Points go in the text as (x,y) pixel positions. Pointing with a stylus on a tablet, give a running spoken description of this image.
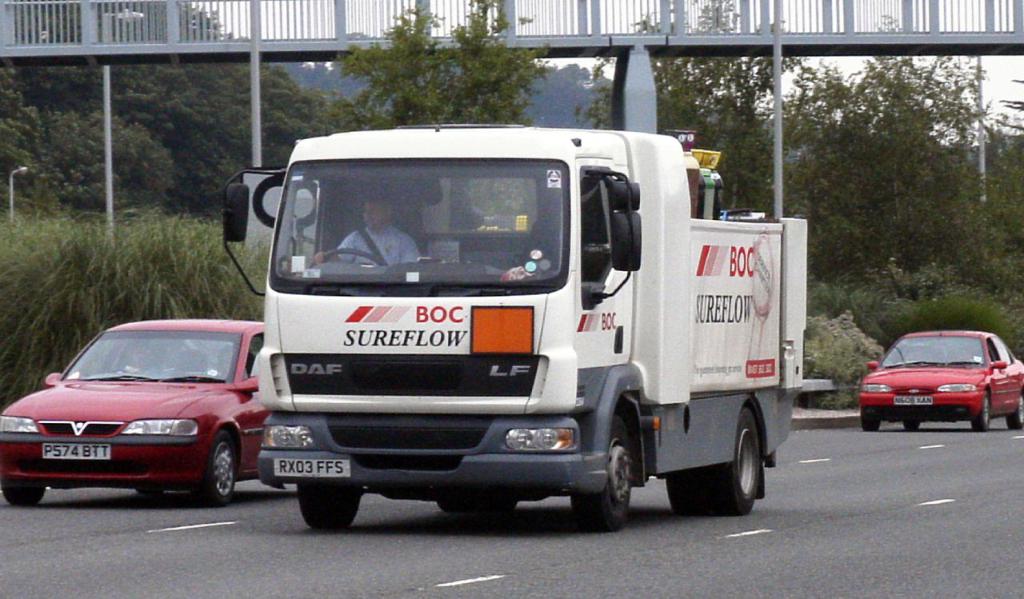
In this picture we can see white truck (599,351) moving on the road (437,518). Behind we can see the red cars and some trees (486,68). Above we can see the crossing bridge (211,40) with iron railing (317,5).
